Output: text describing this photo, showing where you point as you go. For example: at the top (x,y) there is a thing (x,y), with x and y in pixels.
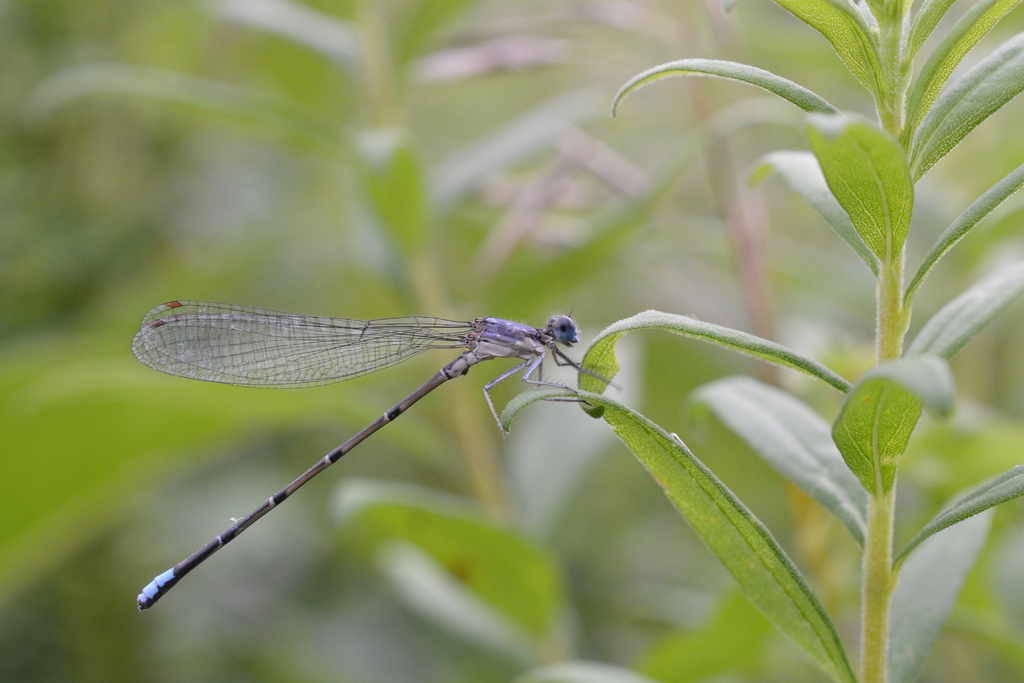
In this image I can see an insect (378,427) which is purple in color is on the leaf (780,618) of a plant (596,353) which is green in color. I can see the blurry background (392,186) in which I can see few plants (402,178).
